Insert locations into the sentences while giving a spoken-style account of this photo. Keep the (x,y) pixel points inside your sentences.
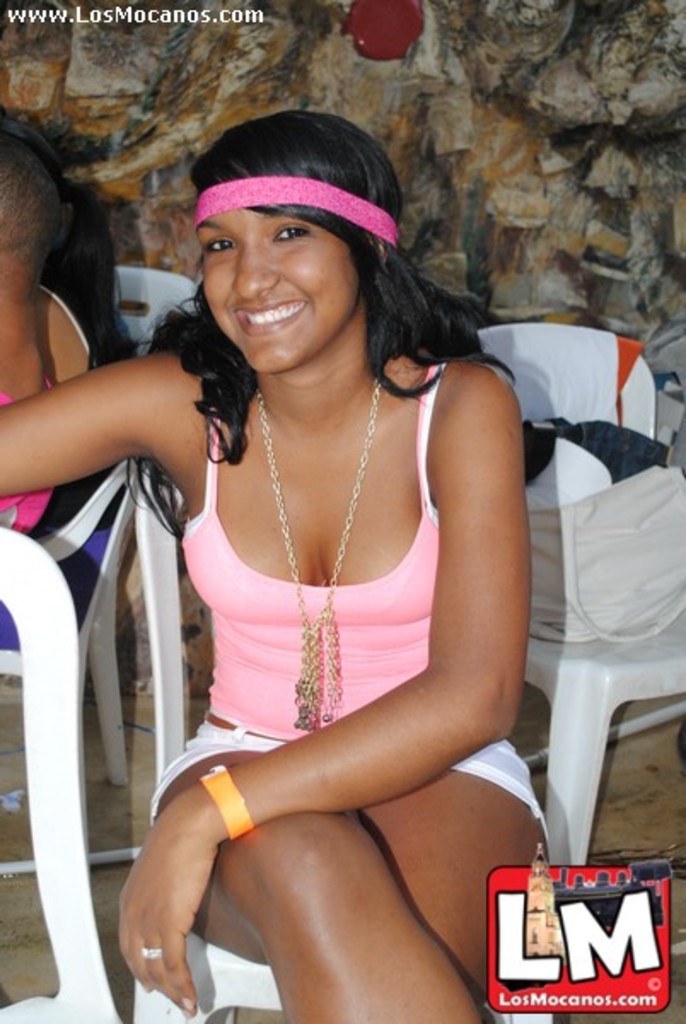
In this picture we can see a woman (217,796) is sitting on a chair (169,1007) and she is smiling. Behind the woman (180,462), there are clothes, wall (323,58) and there are two other persons (73,341) sitting on chairs (13,544). On the image, there are watermarks (535,941).
